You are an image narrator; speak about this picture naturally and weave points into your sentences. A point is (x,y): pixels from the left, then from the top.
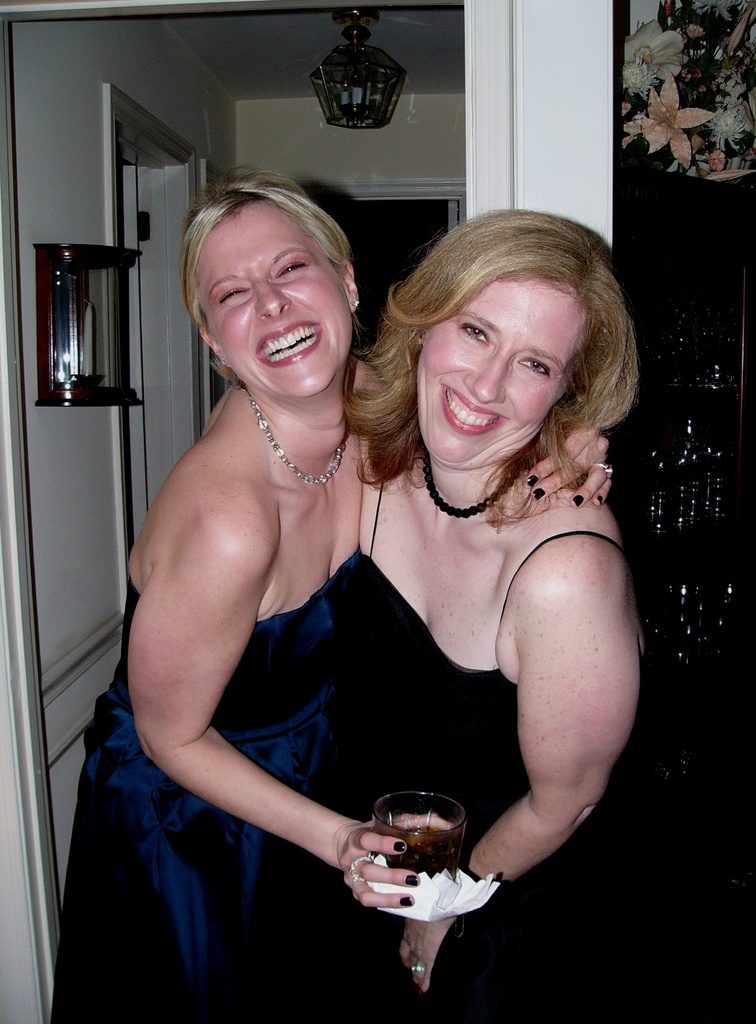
The picture consists of two women (262,738) standing in blue and black dresses (400,725) and holding a glass (458,863) and tissue (481,881) in one hand (411,878) behind them there is a small room (184,130) with a door (161,215) and a candle (54,320) which is hanged to the wall (38,239) and at the right corner of the picture (687,138) there are some flowers (696,80) on top (656,54).
